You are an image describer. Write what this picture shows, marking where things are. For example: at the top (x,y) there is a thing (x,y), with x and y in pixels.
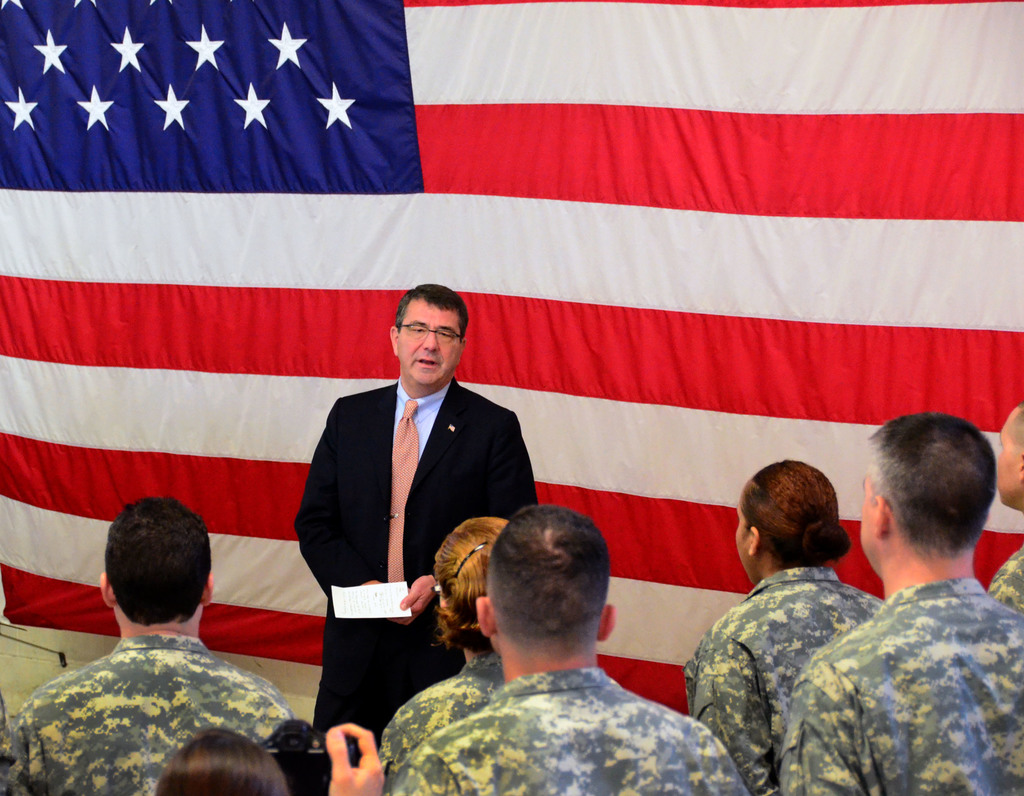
In the image there is a flag (320,188) on to the wall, in front of it there is a man (430,392) in black suit (456,463) standing and in front of him there are many people (731,659) standing and staring at him.
